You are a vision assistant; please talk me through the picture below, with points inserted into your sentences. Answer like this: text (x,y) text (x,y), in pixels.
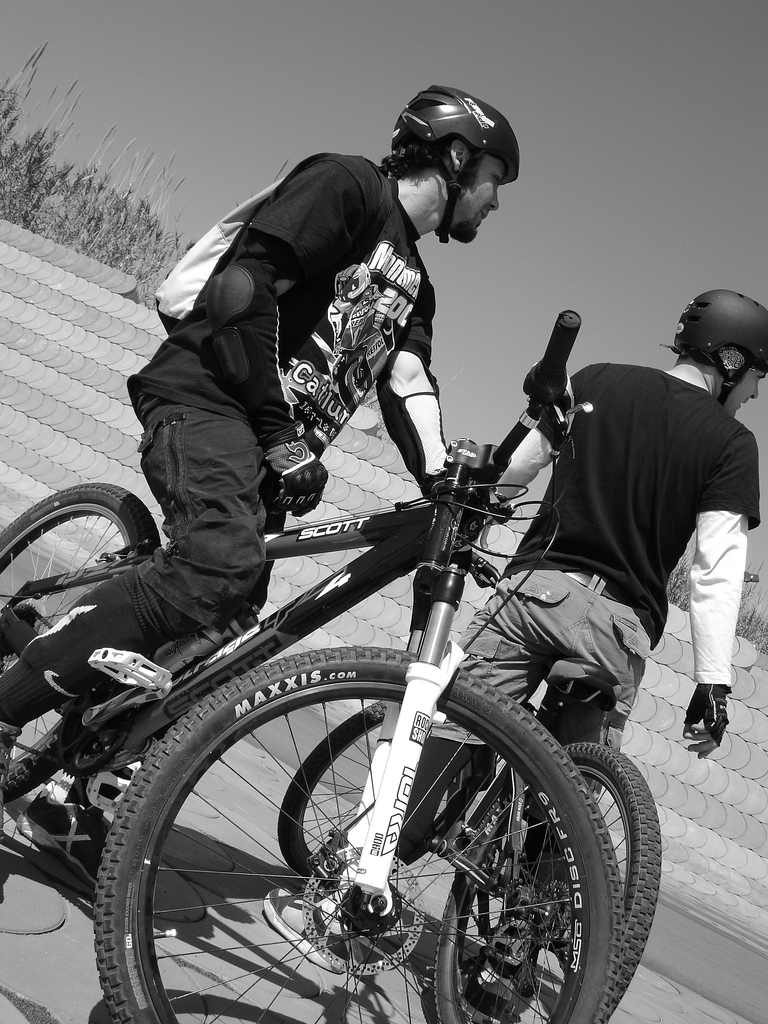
This is a black and white image. In this I can see two persons (388,364) are wearing black color t-shirts (651,510) and riding the bicycles (382,764) on the road (267,824). Behind these persons (206,425) there is a wall (65,394) and some plants (70,201). On the top of the image (655,66) I can see the sky (714,200). And the two persons (289,233) are wearing helmets (443,110) on their heads (458,117).
